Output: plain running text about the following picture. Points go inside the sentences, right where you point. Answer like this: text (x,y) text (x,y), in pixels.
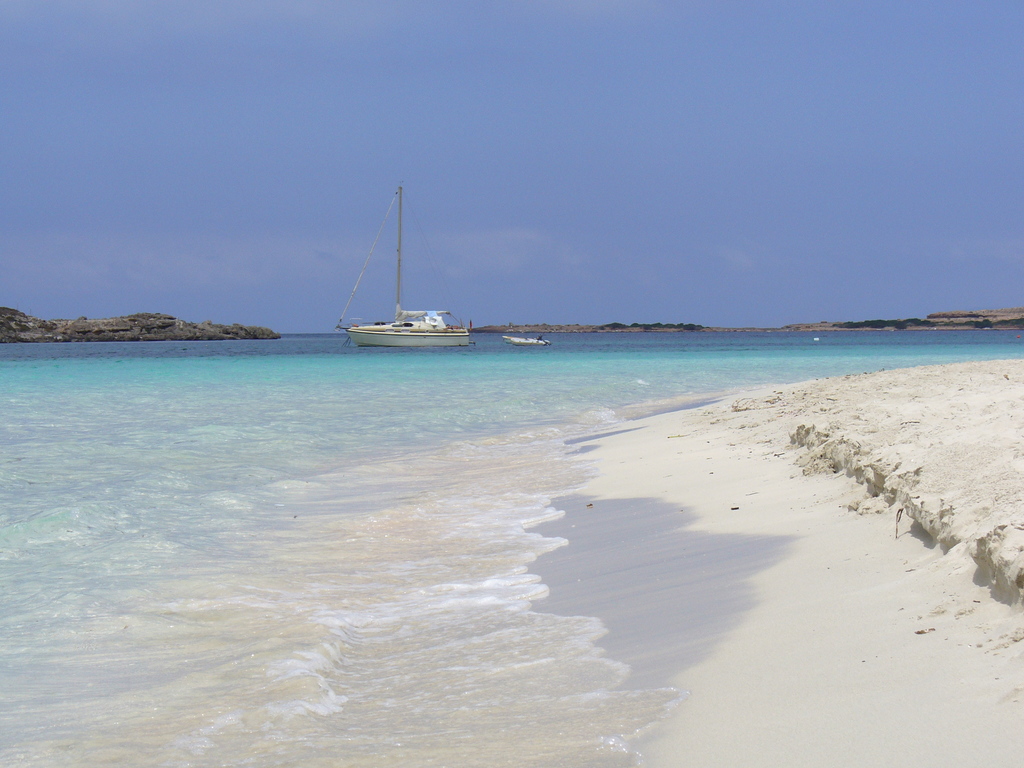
In this image at the bottom (478,616) there is a beach (115,417), and in the beach (485,365) there are two boats (407,334) and on the right side of the image (784,635) there is sand (784,618) and in the background (121,337) there are some mountains (136,316). At the top (398,183) there is sky (547,195).
